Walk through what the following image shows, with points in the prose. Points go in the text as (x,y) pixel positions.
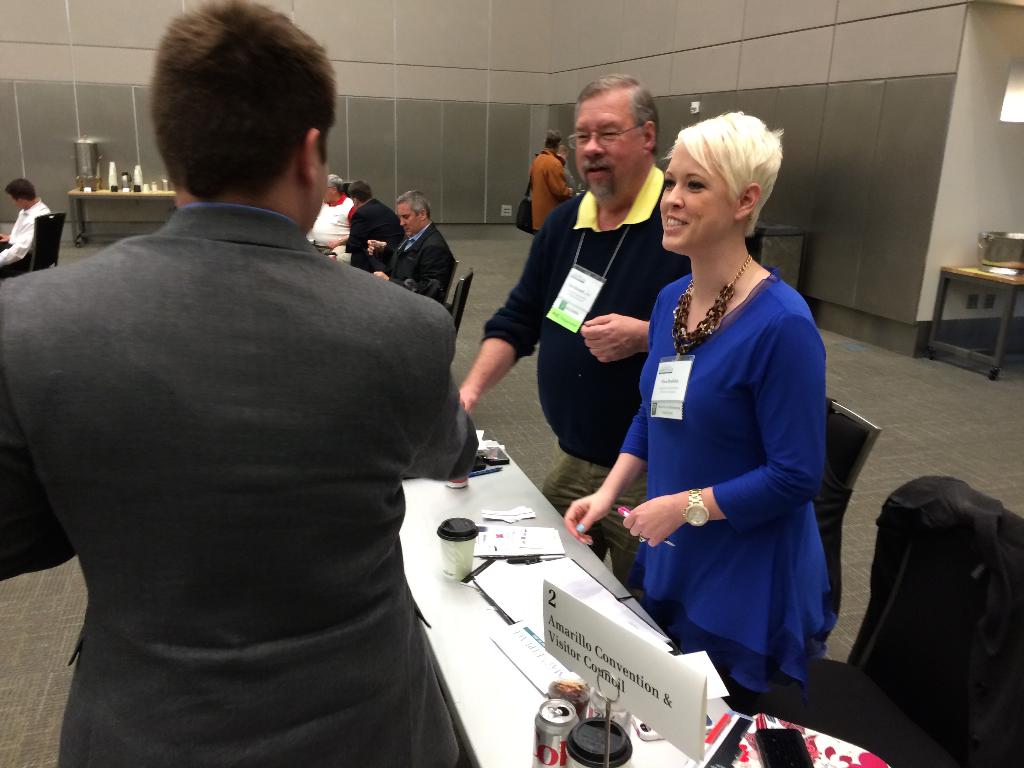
There are people (619,191) standing and she is holding a pen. We can see board (706,730) with stand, tin (552,736), glasses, papers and objects (763,751) on the table (449,490). In the background (421,208) few are people (437,255) sitting on chairs (45,224) and this person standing and wore bag (523,210) and we can see objects (95,189) on the table (71,205) and wall (480,60). On the right side of the image (994,255) we can see lamp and object (995,241) on the table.
